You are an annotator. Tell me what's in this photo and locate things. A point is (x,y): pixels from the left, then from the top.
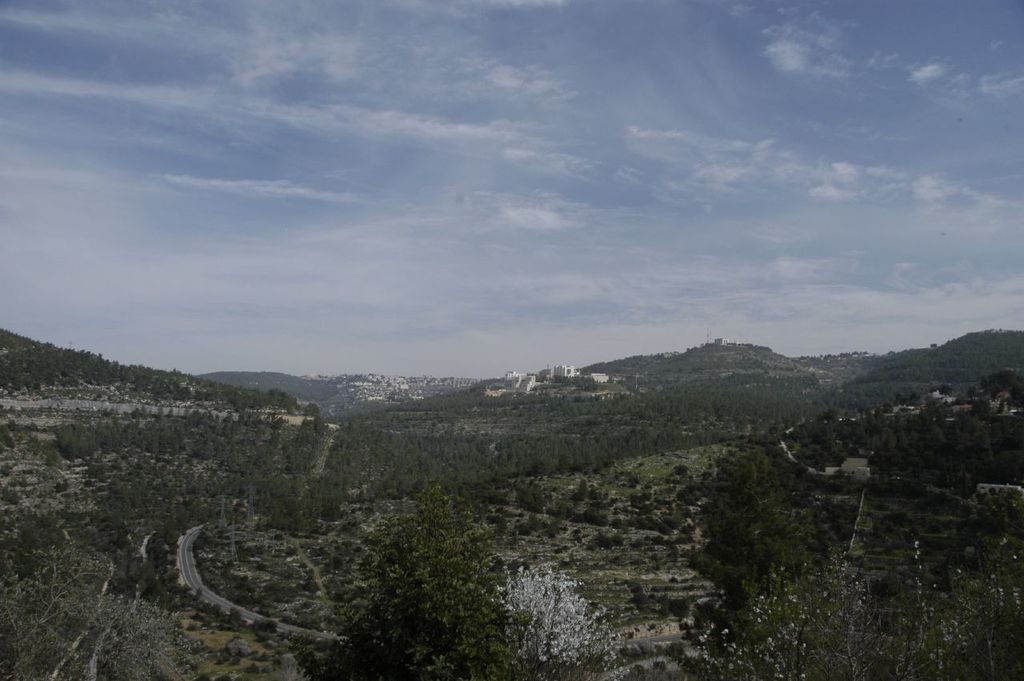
In this image I can see few trees (586,610), the ground (551,565), the road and few buildings (516,379). In the background (633,376) I can see few mountains (700,365) and the sky (465,223).
